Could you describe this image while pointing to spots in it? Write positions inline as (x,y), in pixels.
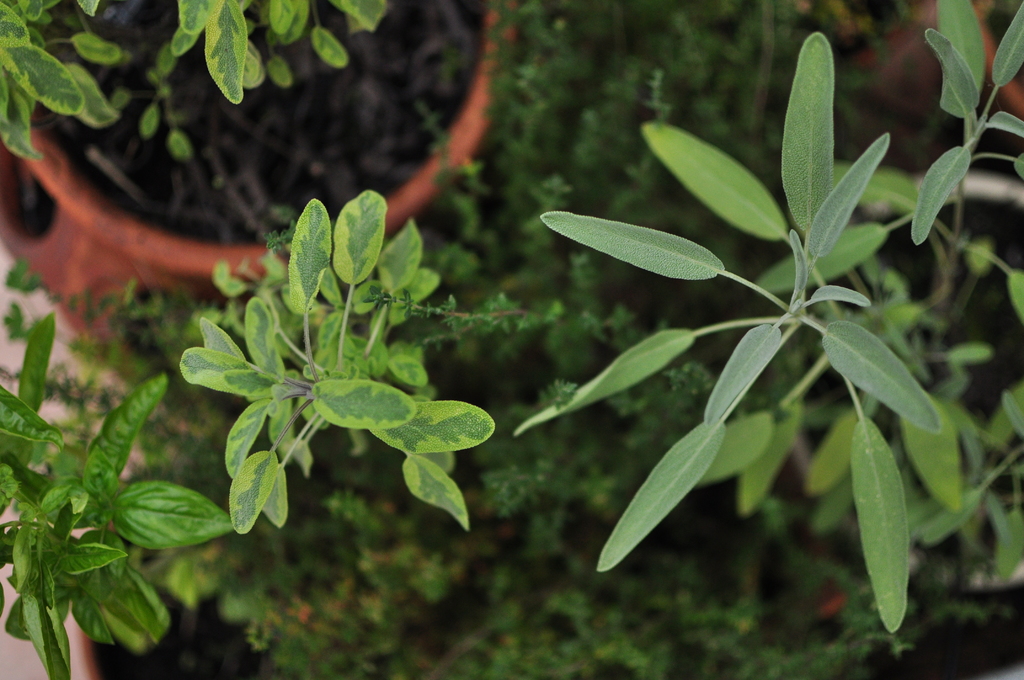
As we can see in the image there are plants (544,338) and pot (450,128).
